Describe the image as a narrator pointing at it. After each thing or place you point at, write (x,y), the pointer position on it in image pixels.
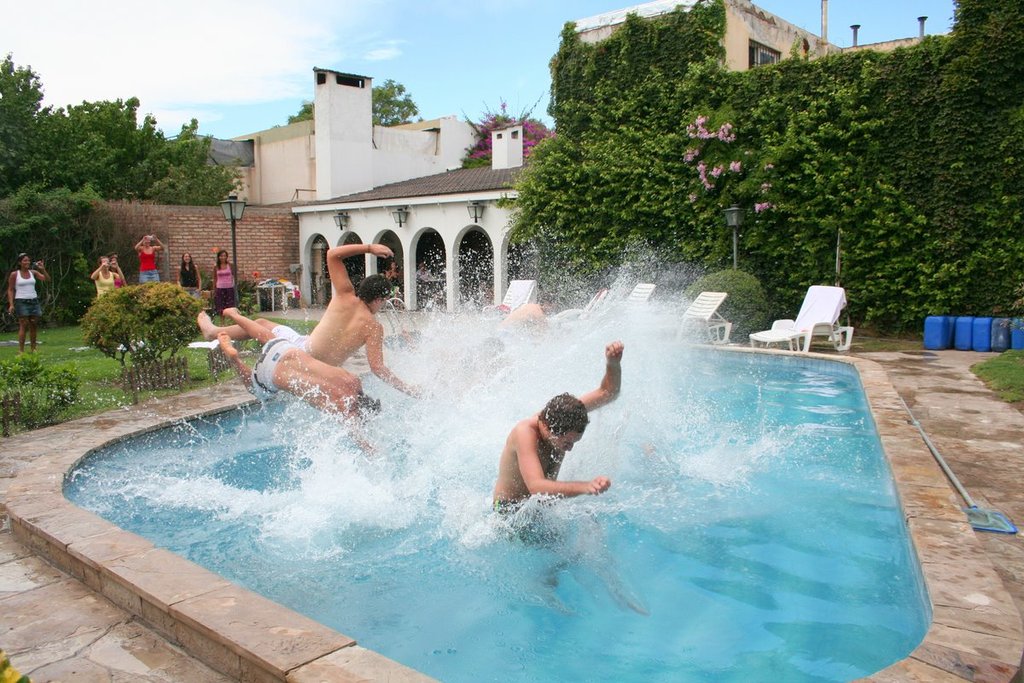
In this image we can see a group of people (365,248) in a swimming pool (473,527). We can also see some chairs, a group of plants (709,216) with flowers (708,187), street poles (737,225), containers (938,324) and a pole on the ground (952,437). On the left side (239,306) we can see some grass (109,368), plants (146,354), a fence (121,376), a house (432,208) with roof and pillars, street lamps (232,216) and a group of people (223,287) standing. In that some are holding the cameras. On the backside (299,73) we can see the sky (284,84) which looks cloudy.
